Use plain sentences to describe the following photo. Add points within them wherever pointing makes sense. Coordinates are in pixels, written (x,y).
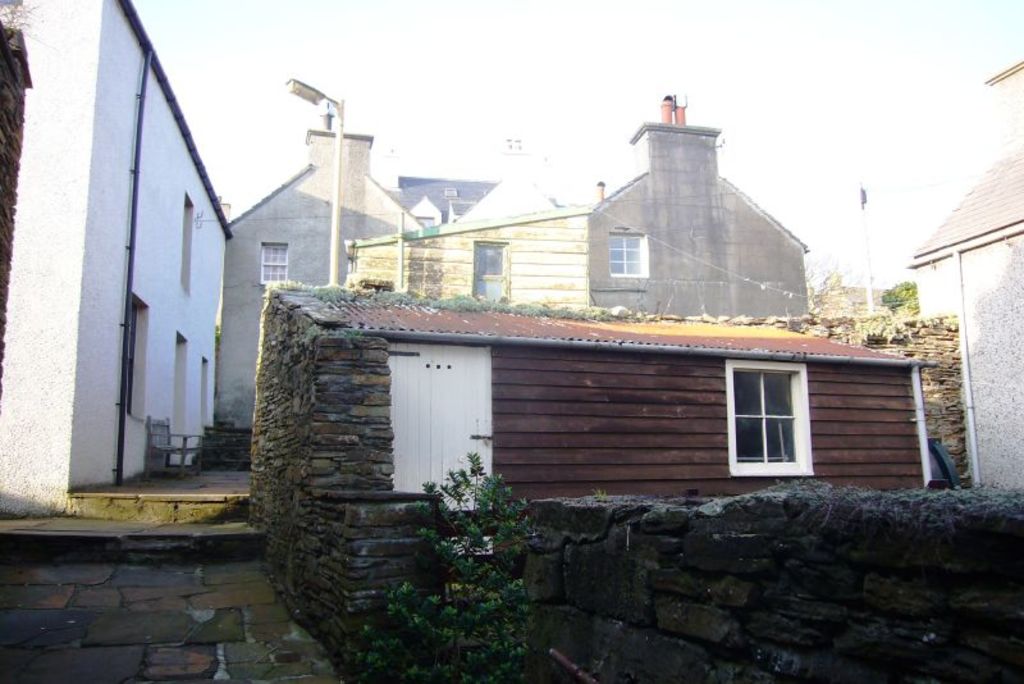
In the foreground of the picture (691,401) there are walls (356,420), house (405,328), door (439,424), window (784,425). In the center of the picture (536,236) there are houses (597,231), street light (319,95), pole (868,232) and trees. On the left (171,441) there is a chair (162,435).
